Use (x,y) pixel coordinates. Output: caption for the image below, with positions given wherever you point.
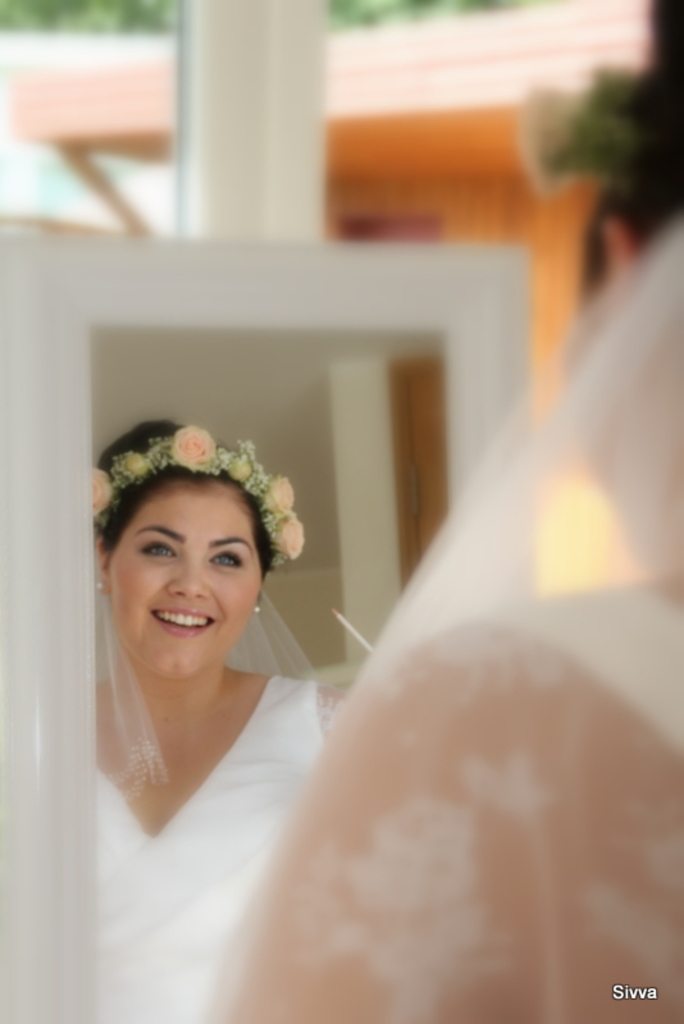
In this image we can see a woman (601,649), a mirror (295,374) in front of the person (406,850) and we can see the reflection (274,504) of the person (203,611) with tiara (185,461) and a blurry background (307,183).
